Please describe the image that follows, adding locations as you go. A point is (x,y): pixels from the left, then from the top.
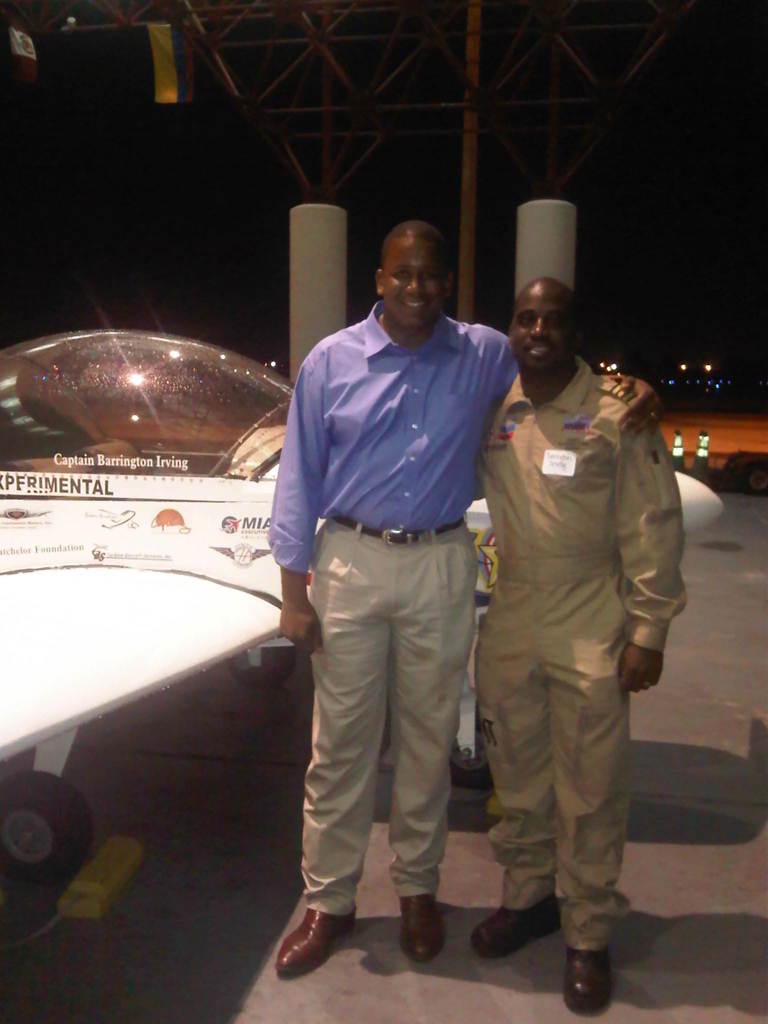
In the foreground of the picture (418,519) there are two men (408,579), and aircraft (184,648) and floor (668,721). In the center of the picture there are pole like objects (294,272). At the top (255,38) there is an iron frame (317,40). In the background (706,381) we can see lights (706,366).
